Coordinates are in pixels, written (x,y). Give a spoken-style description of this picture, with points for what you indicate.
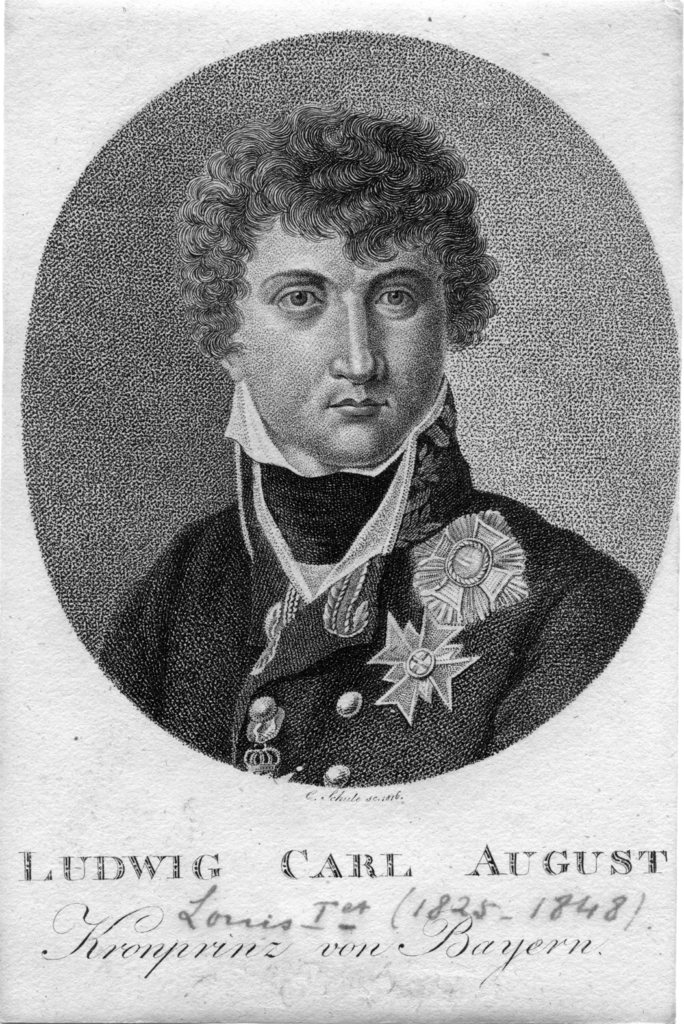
In the center of the image (374,628) there is a depiction of a person (197,582). At the bottom of the image (203,854) there is some text (203,902) written.
